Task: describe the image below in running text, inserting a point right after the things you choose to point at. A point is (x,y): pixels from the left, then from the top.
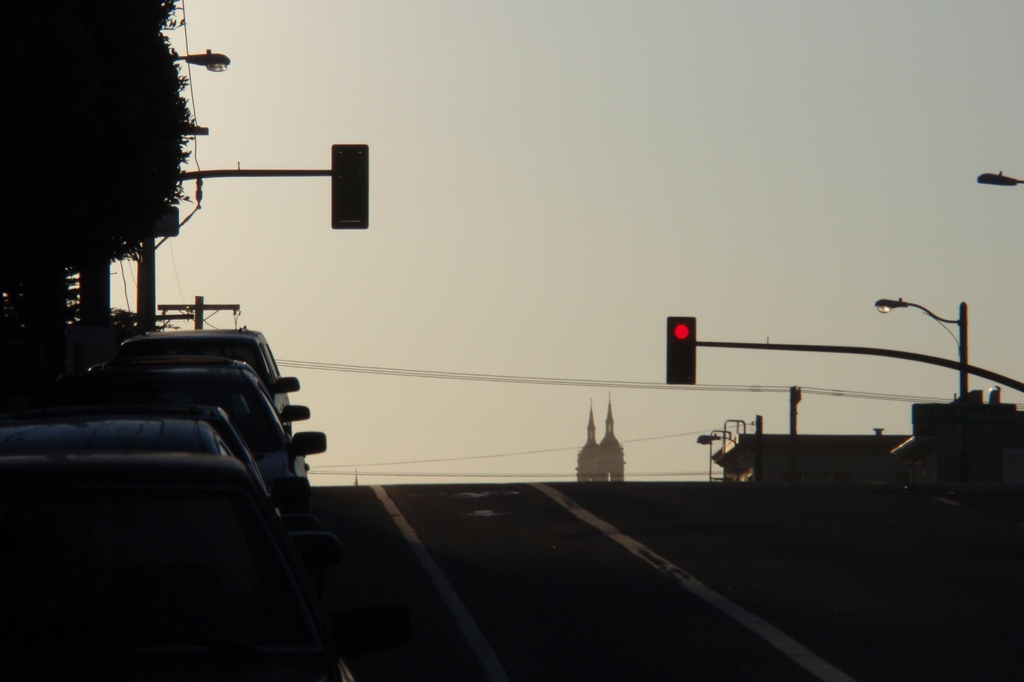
In this image on the left side (212,512) there are cars (223,487) on the road (346,570). On both right and left side of the image (245,173) there are signals (669,341), street lights (966,332). At the left side of the image (79,316) there are trees (104,73). At the background (574,456) there is a building (611,452) and sky (595,174).
